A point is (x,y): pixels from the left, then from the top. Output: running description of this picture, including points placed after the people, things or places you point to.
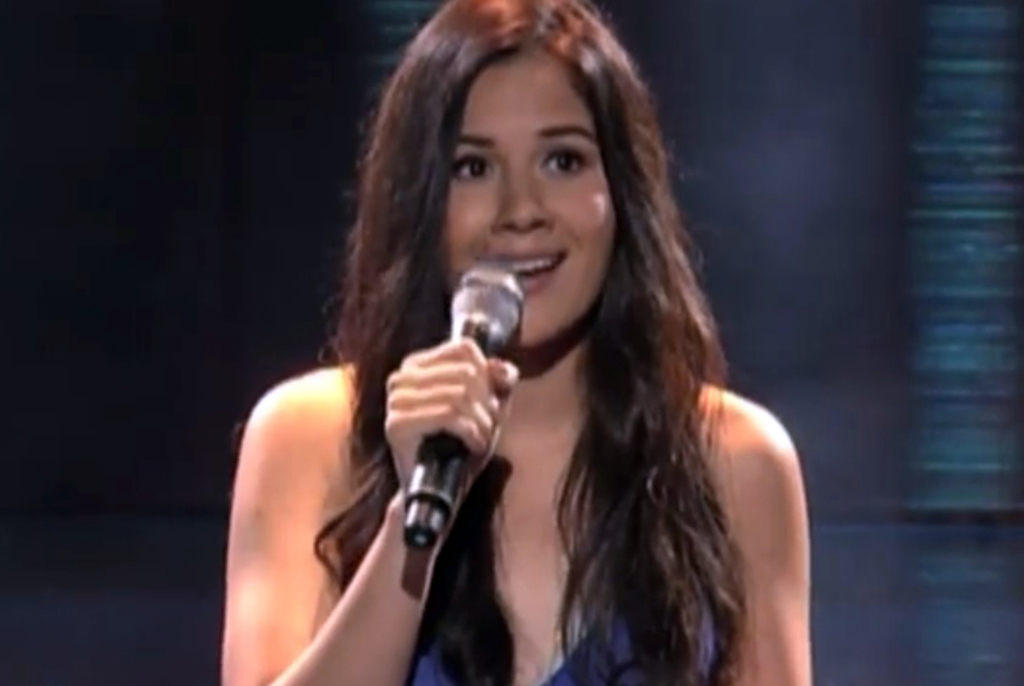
As we can see in the image there is a woman (552,599) wearing blue color dress (437,672) and holding a mic (500,282).
